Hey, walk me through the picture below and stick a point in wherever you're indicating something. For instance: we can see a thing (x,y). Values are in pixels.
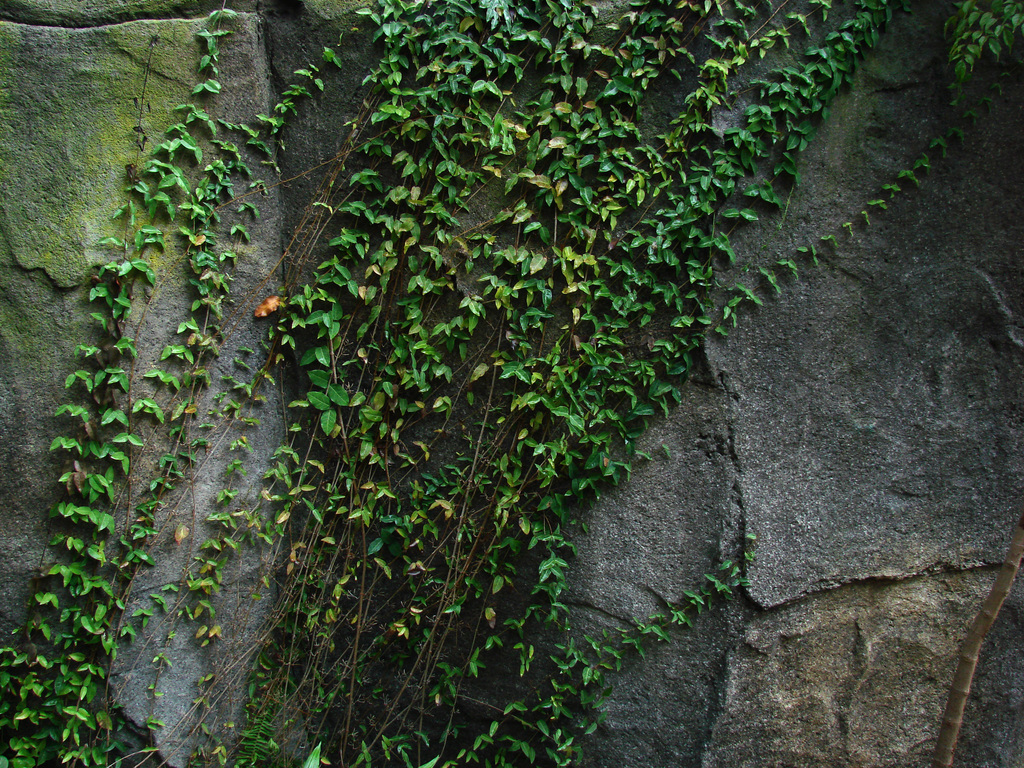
In this image there is a stone (479,193) on which there are green leaf plants (415,317). On the left side (103,97) there is a stone (96,185) on which there is an algae (97,161).
